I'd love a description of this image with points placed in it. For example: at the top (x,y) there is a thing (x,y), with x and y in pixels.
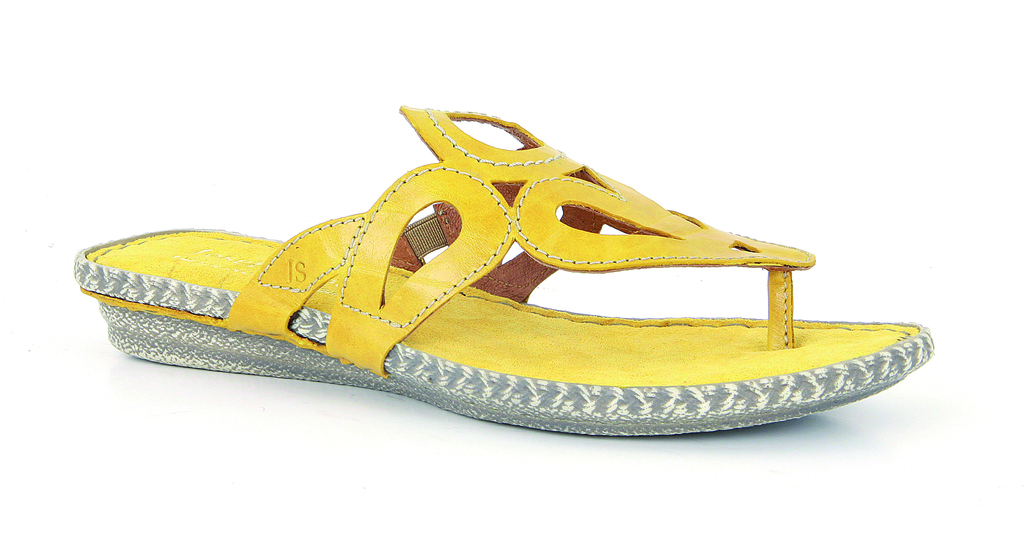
In this image we can see a slipper (562,255).
